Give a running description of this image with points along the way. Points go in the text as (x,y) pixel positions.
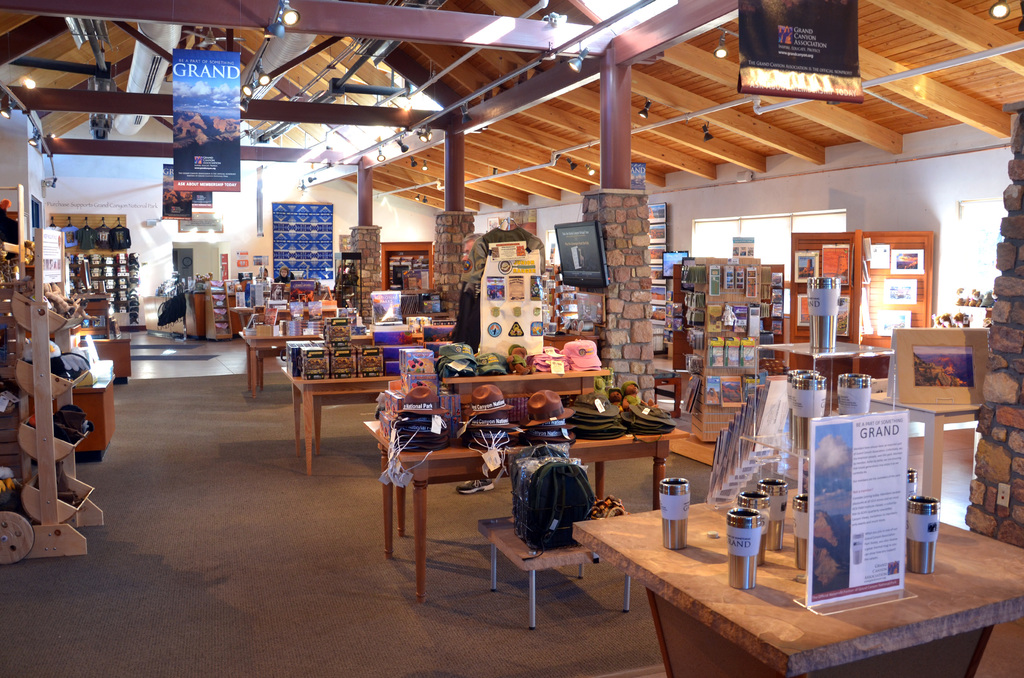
In this image I can see few glasses (771,534), bags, caps (582,360), books (363,373) on the tables (389,506) and I can also see few objects (981,293) on the racks (107,220), windows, poles (453,217), lights (3,108). Background (107,166) the wall (101,178) is in white color.
